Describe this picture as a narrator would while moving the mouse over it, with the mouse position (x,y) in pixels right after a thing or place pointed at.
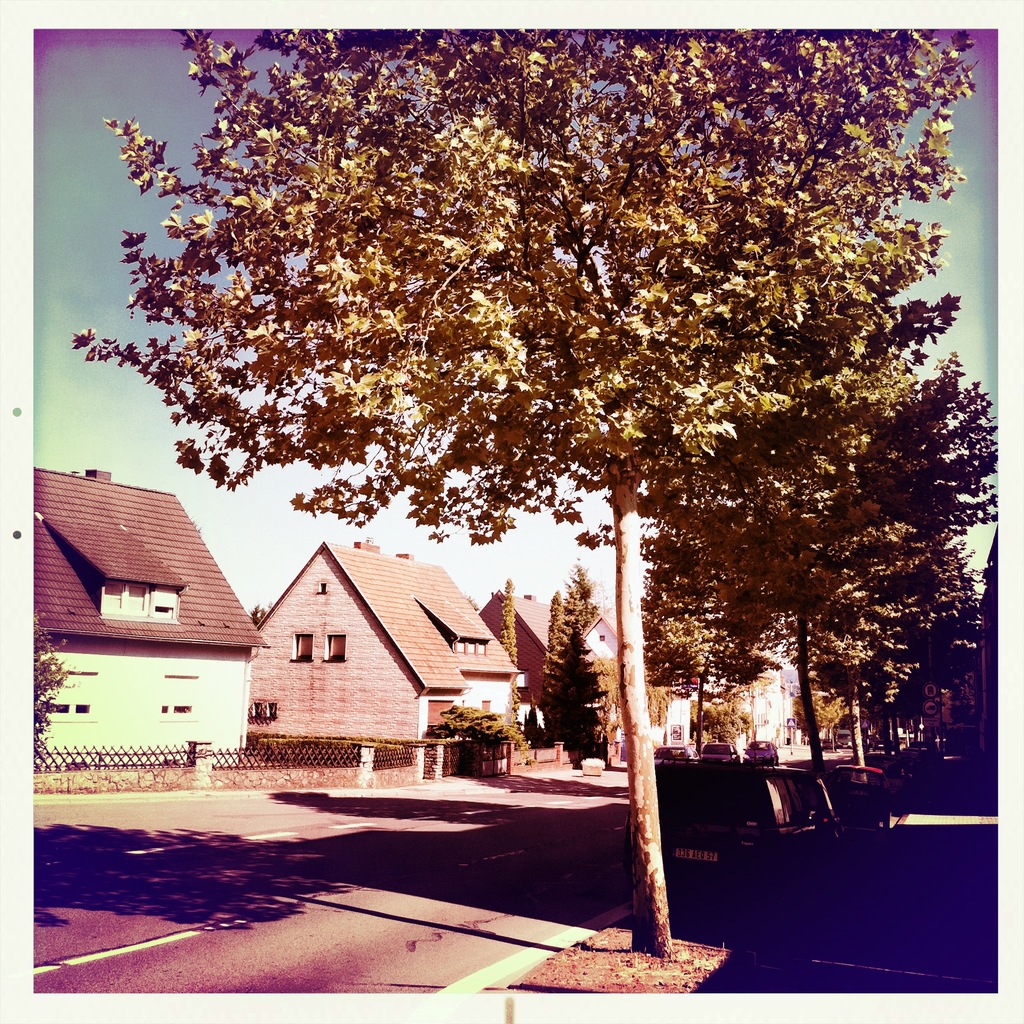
In this image in the middle (602,573), there are houses (390,674), trees (652,646), cars (754,778), sky (166,454), and road (567,923).
